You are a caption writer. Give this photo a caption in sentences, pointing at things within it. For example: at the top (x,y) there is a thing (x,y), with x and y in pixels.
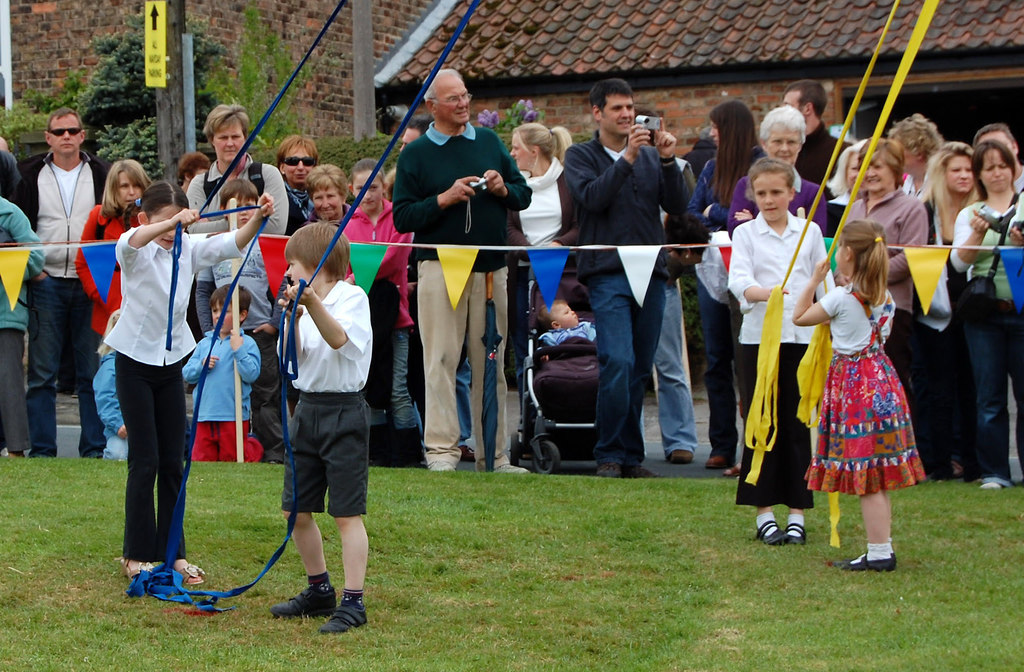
In the image there are many kids (176,289) in the front (813,350) holding ropes (816,383) and in the back (513,142) there are many adults (449,180) and old people (438,192) standing and taking pictures in camera (645,124) behind the flag ribbon (455,246), in the background (86,8) there is home (405,37) with plant (107,46) in front of it.
